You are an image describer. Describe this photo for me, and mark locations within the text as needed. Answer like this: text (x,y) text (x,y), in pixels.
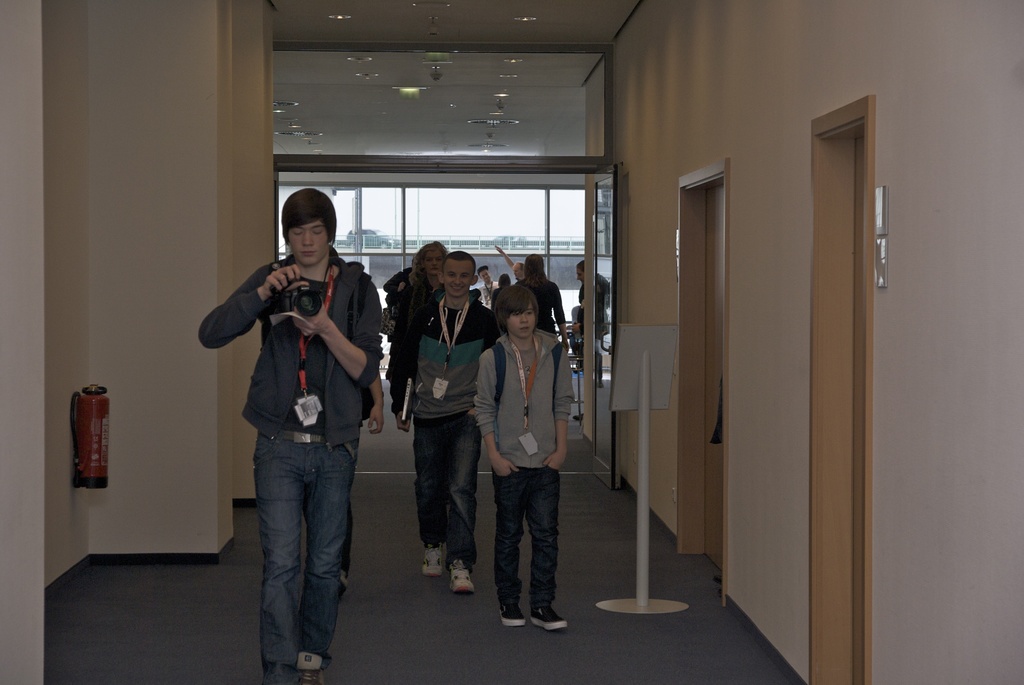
In this image there are group of people (333,308) standing, a person (311,318) holding a camera (303,287), there is a fire extinguisher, doors (597,257), board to a stand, vehicle (369,236) on the bridge (346,238), lights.
